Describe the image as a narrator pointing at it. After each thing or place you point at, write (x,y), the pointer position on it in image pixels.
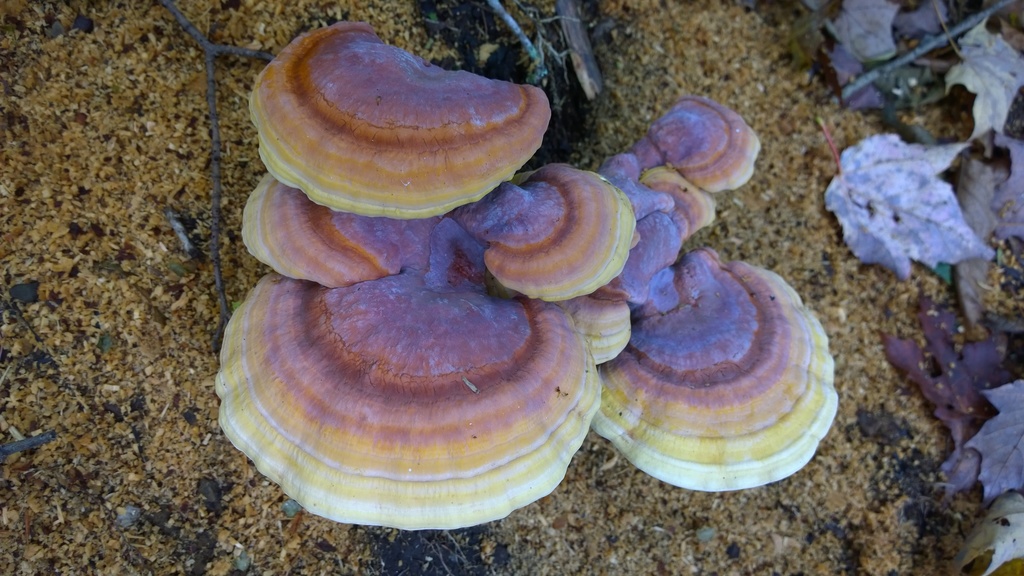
In the image we can see mushroom (468,342), dry leaves (902,181), wooden stick (907,61) and sand (186,83).
